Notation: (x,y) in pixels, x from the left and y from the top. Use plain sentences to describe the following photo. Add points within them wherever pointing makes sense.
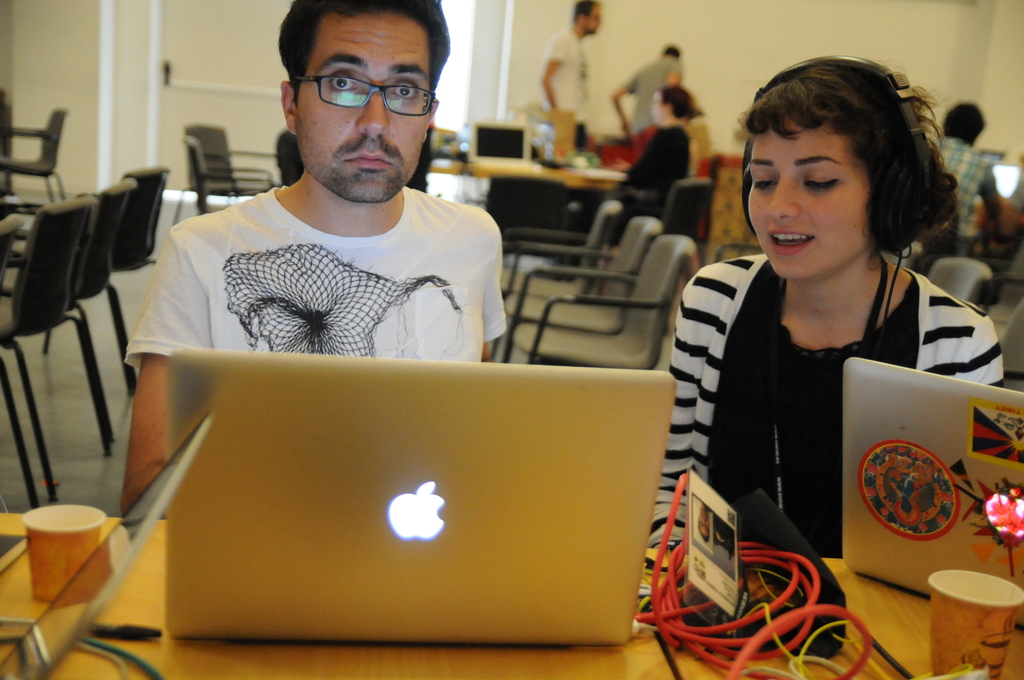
there are laptops (349,464) on the desk (873,584) and glasses (81,567). there are 2 people (351,256). behind them there are chairs (601,239). behind the chairs (601,239) there are other people (670,140).
